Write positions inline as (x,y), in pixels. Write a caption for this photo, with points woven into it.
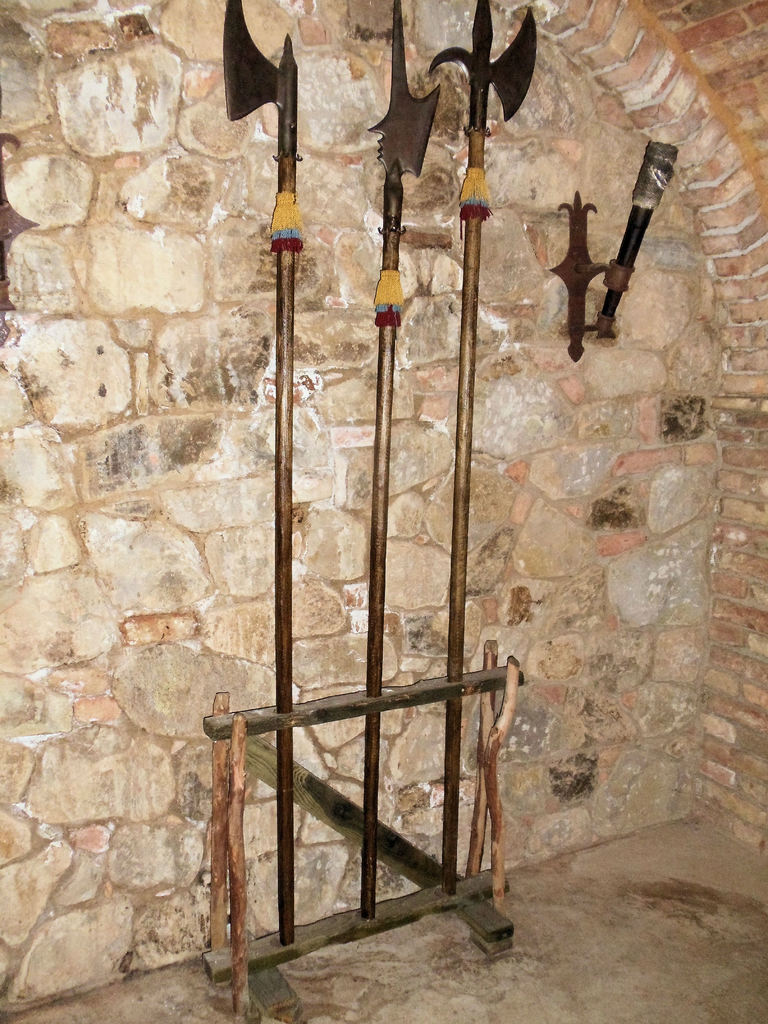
There are different types of weapons (378,681) kept in front of the wall (357,292), there are total three weapons (478,127) and there is some object (576,236) fit to the wall (543,242).
